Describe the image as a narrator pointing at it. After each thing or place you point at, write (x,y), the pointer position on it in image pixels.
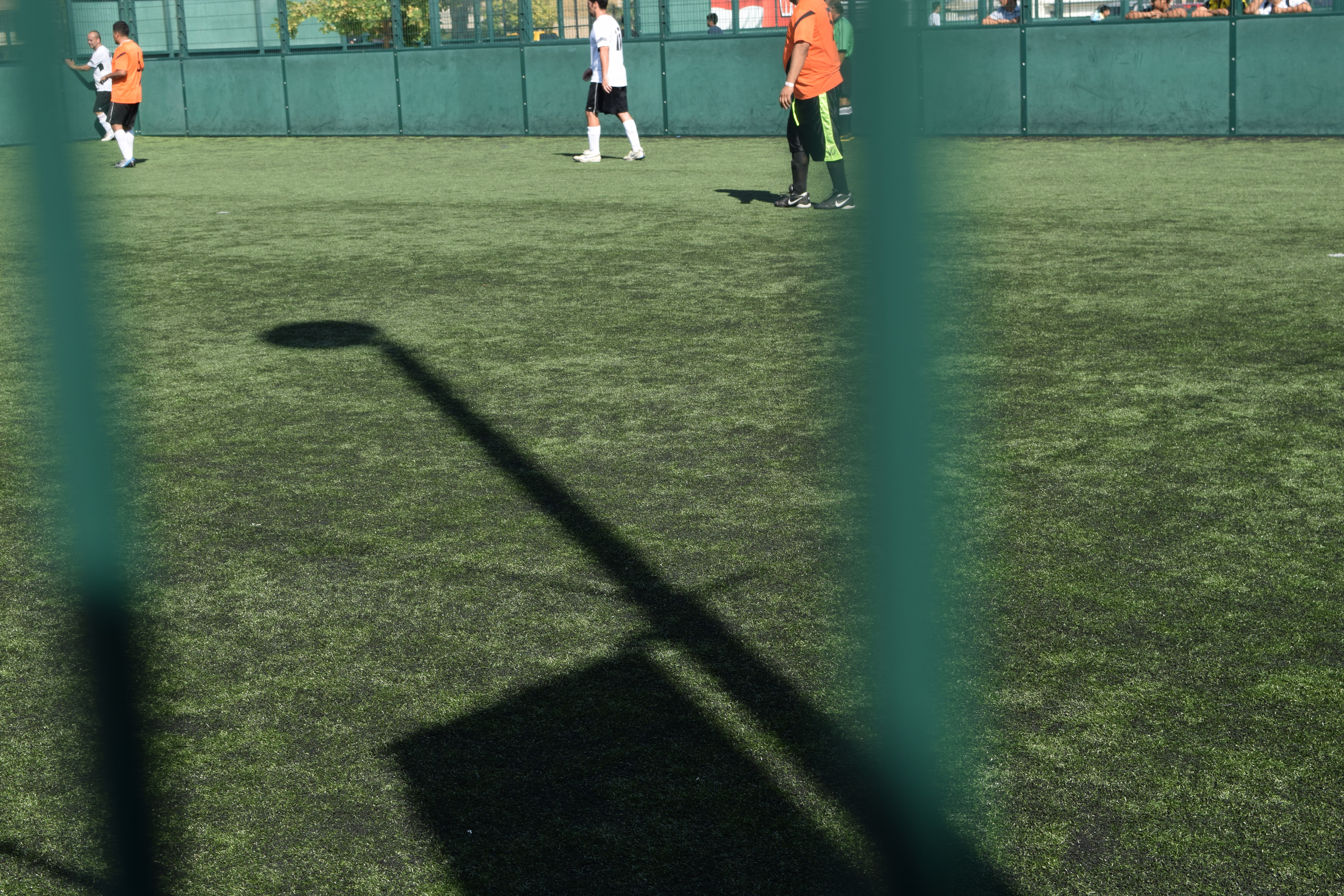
In the picture we can see the playground (1152,844) with few people (824,37) are playing something and behind them, we can see the wall (1170,40) and behind it we can see the part of the plant (501,12).
